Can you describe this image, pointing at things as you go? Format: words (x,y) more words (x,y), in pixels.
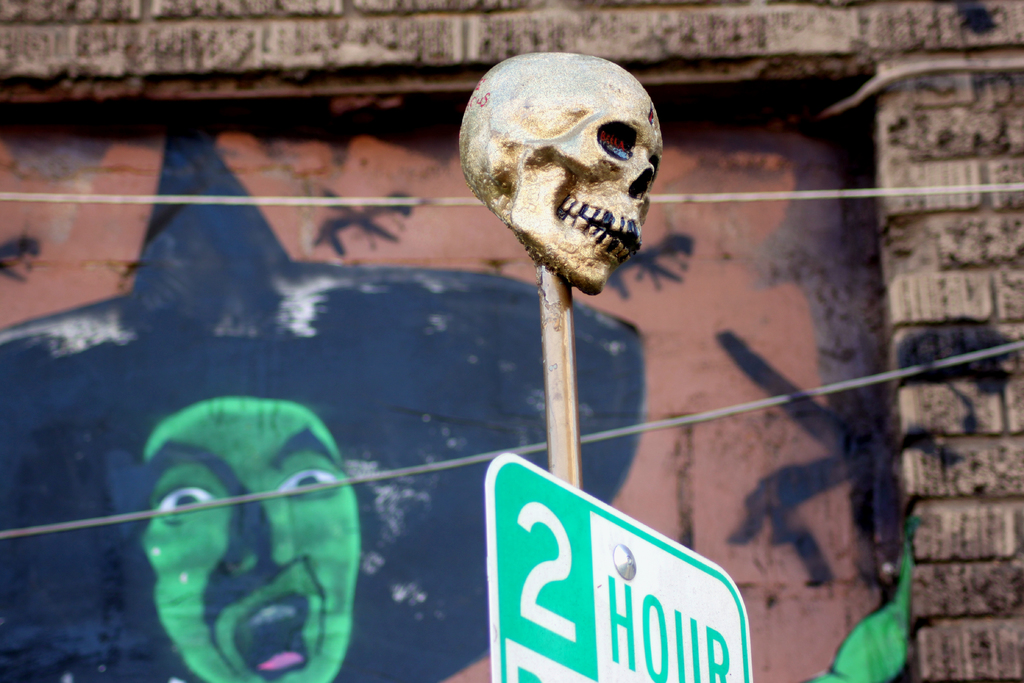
In the foreground of this image (571,167), there is a metal skull (570,203) on a pole (571,343) and we can also see a board (599,641) at the bottom (599,641). In the background (409,255), there are cables (416,472) and the painting (305,363) on the wall (285,409).
